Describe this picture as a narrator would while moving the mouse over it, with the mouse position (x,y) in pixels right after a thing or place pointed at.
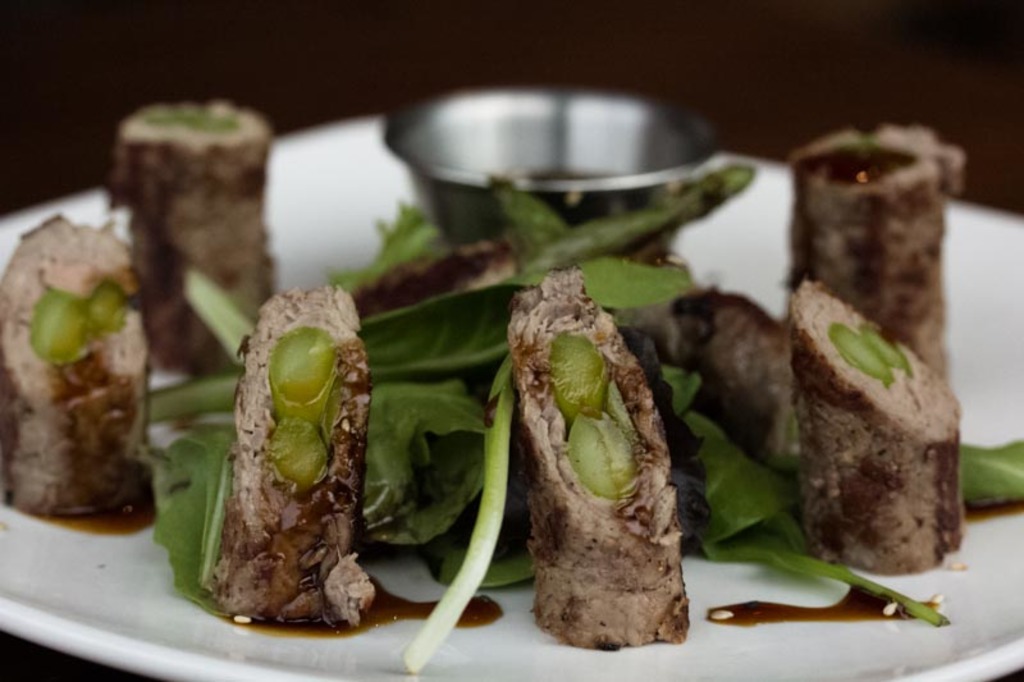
In this picture we can see some food items (476,575) and a steel bowl (445,139) on the white plate (883,626). Behind the bowl (430,176) there is the blurred background (953,69).
